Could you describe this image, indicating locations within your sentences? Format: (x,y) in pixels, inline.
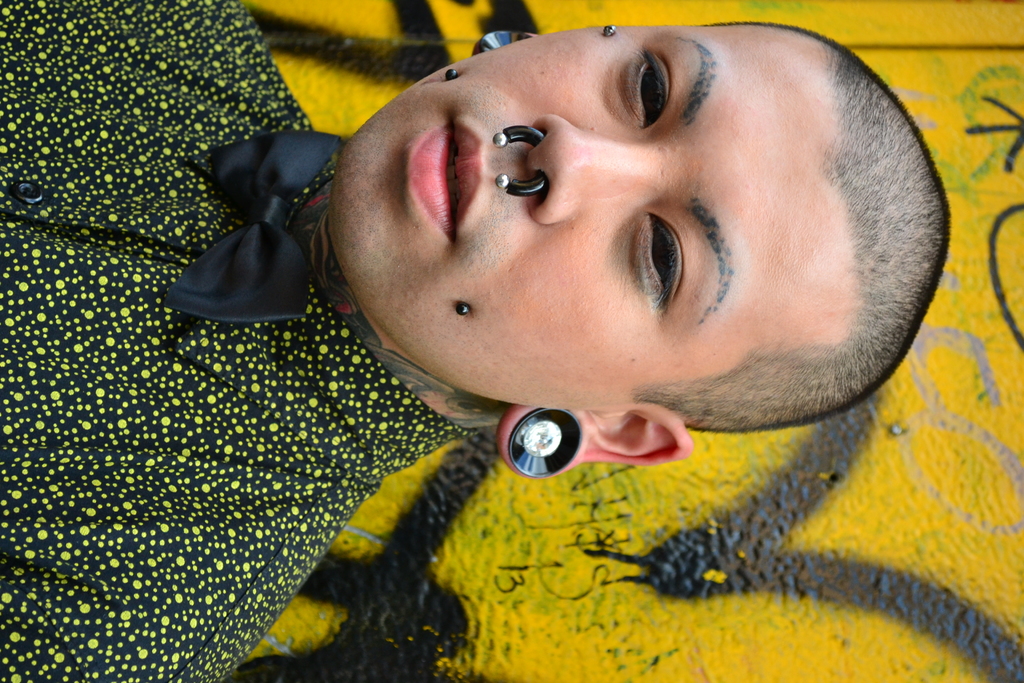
In this picture there is a person (542,280) with black bow tie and earrings (514,458). At the back (832,538) there is a yellow painting (636,532) on the wall (625,534).
